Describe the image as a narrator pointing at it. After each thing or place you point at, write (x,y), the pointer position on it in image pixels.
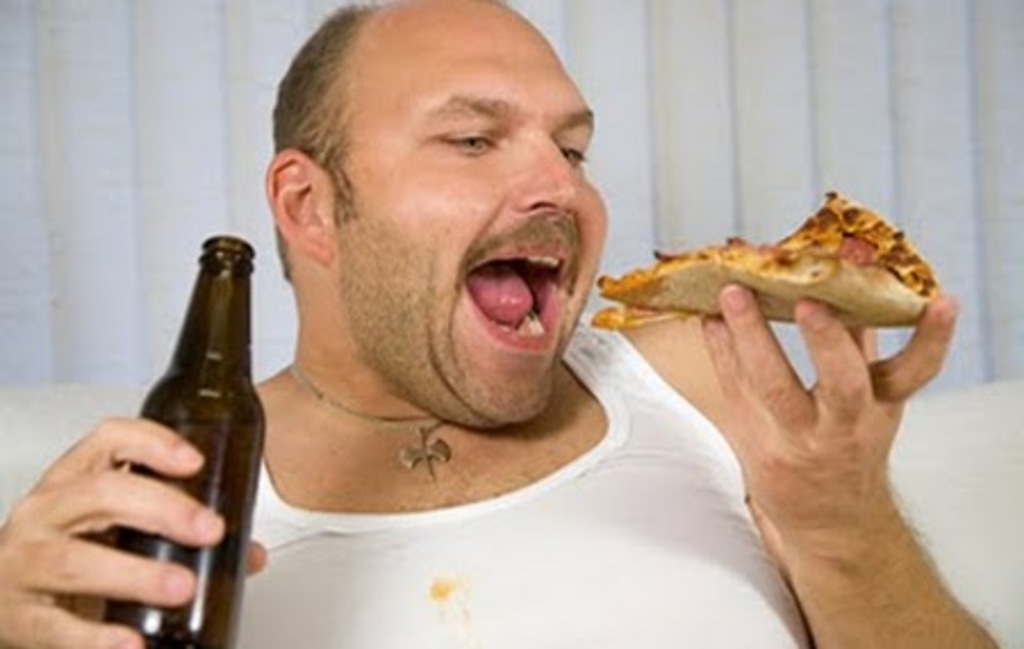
In this image there is a person (370,377) holding bottle (216,413) in his right hand (174,512) and pizza (797,317) in his left hand (864,417).
